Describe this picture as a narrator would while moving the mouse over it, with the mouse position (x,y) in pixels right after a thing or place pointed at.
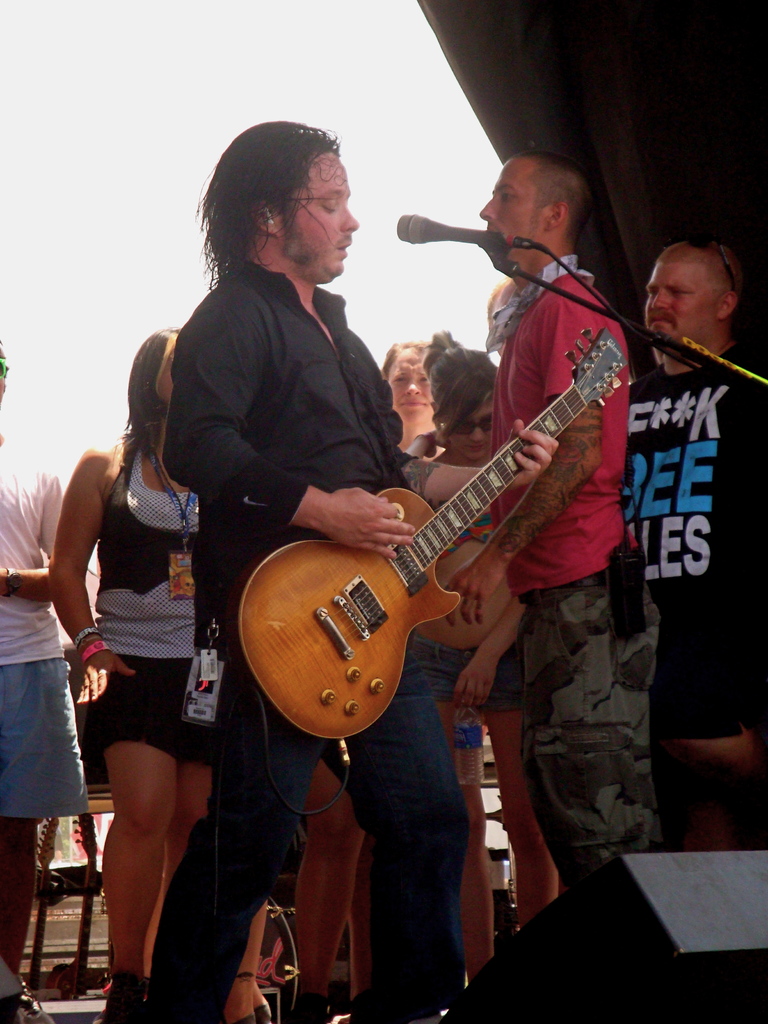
In the image we can see there is a person (258,890) who is standing and holding guitar (447,533) in his hand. Behind there are lot of people (670,378) who are standing and they are wearing id cards (205,708) in their neck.
